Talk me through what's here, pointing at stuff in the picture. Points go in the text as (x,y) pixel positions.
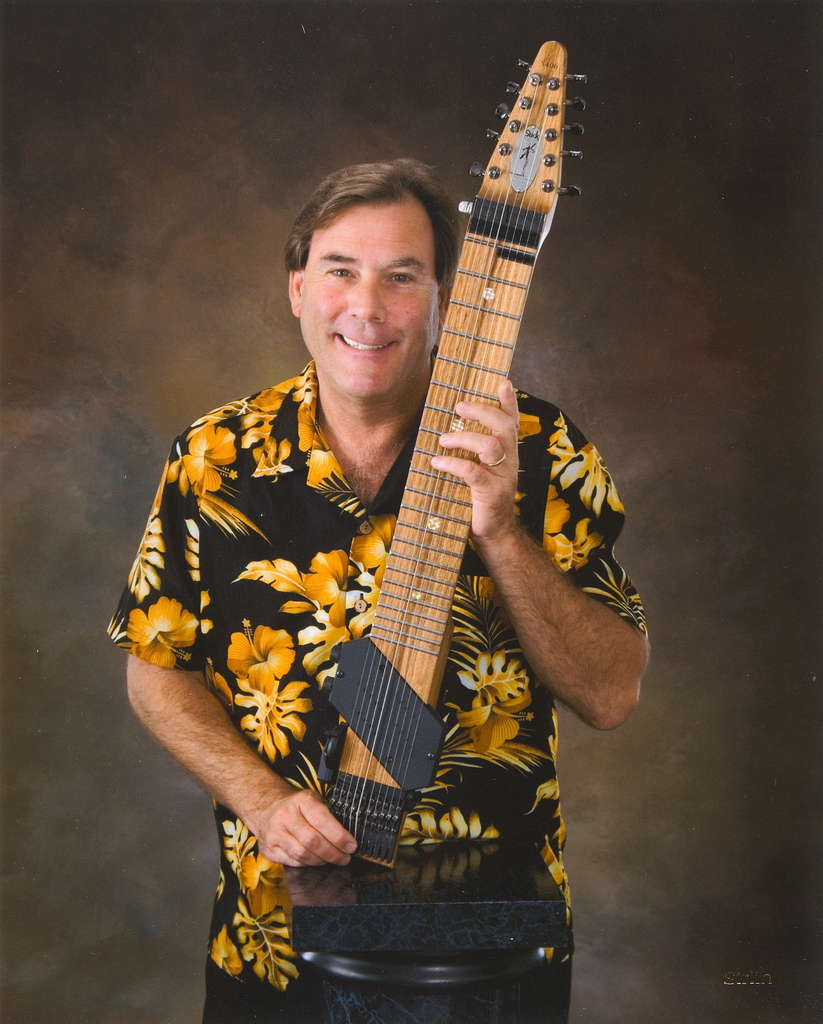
In this picture we can see a man (260,936) standing and he is smiling. He wore floral printed shirt (284,553). We can see he is holding a musical instrument (440,514) in his hand (474,523) and this is a ring (500,464) on his finger (485,453).
